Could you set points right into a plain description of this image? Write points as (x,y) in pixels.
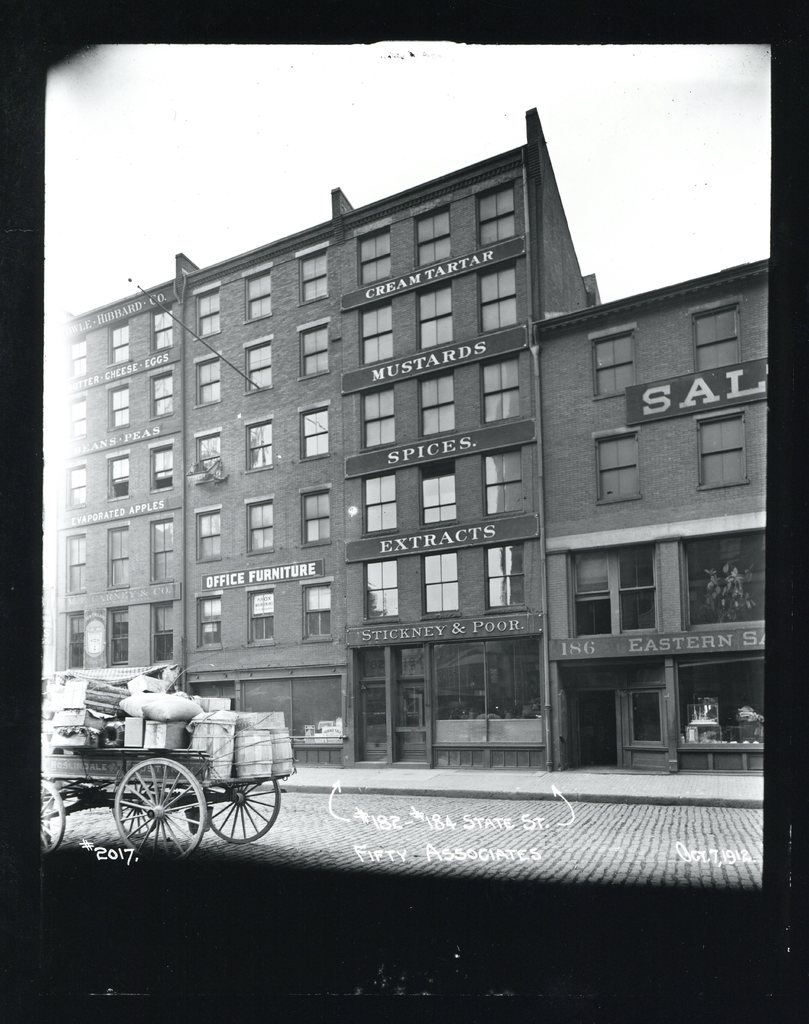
In this image I think it is photo. There is road (319,823). There is a cart (157,777) with luggage (54,740) on the left side (145,809). There are buildings (450,589).
